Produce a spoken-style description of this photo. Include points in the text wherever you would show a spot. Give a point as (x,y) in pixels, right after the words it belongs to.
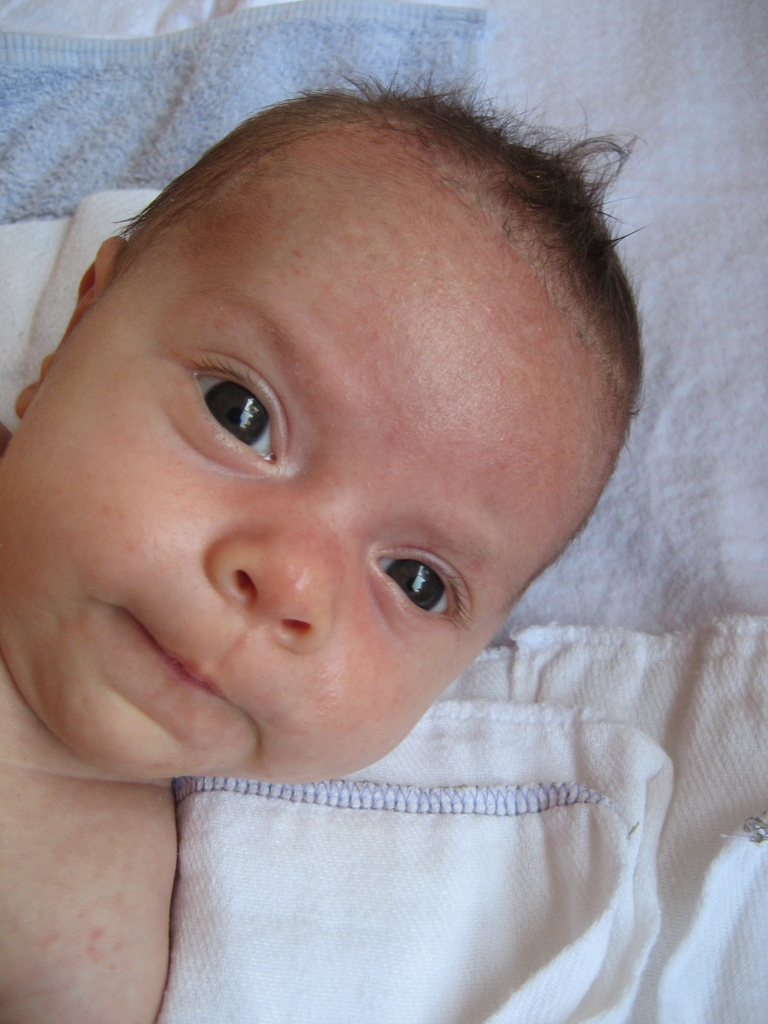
In this picture we can observe a baby (126,517). There is a blue color towel (211,77) and white color napkin (507,836) here.
